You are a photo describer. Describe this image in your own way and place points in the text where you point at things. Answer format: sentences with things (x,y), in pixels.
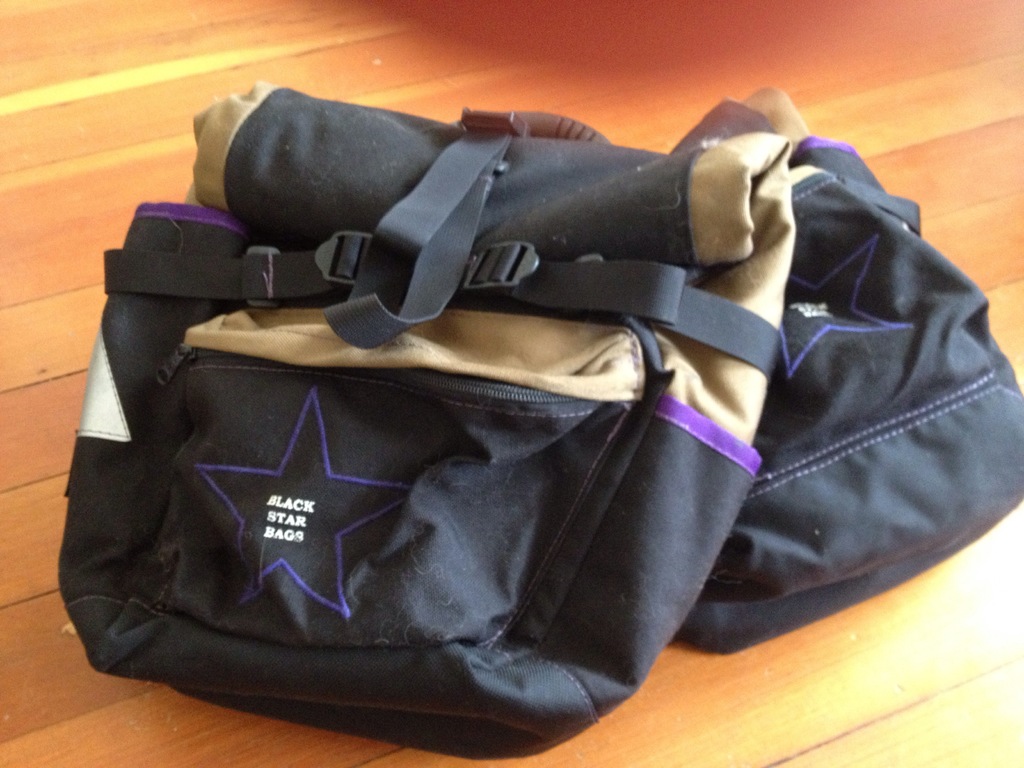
In the picture there are two bags (763,398) kept on a wooden floor (12,560), they are of black and cream color.
